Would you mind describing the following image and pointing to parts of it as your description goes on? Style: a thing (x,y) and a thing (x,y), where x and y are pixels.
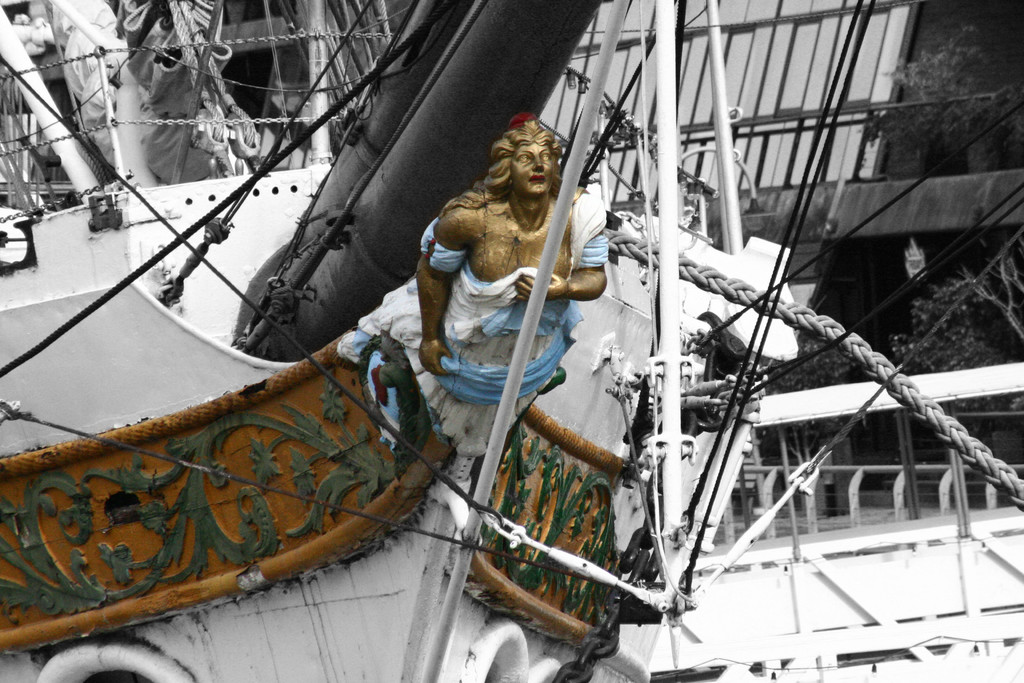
In the center of the image (488,430) there is a ship (541,583) and we can see a sculpture (466,421) in the ship (346,415). In the background (903,103) there is a fence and we can see plants (952,280).
